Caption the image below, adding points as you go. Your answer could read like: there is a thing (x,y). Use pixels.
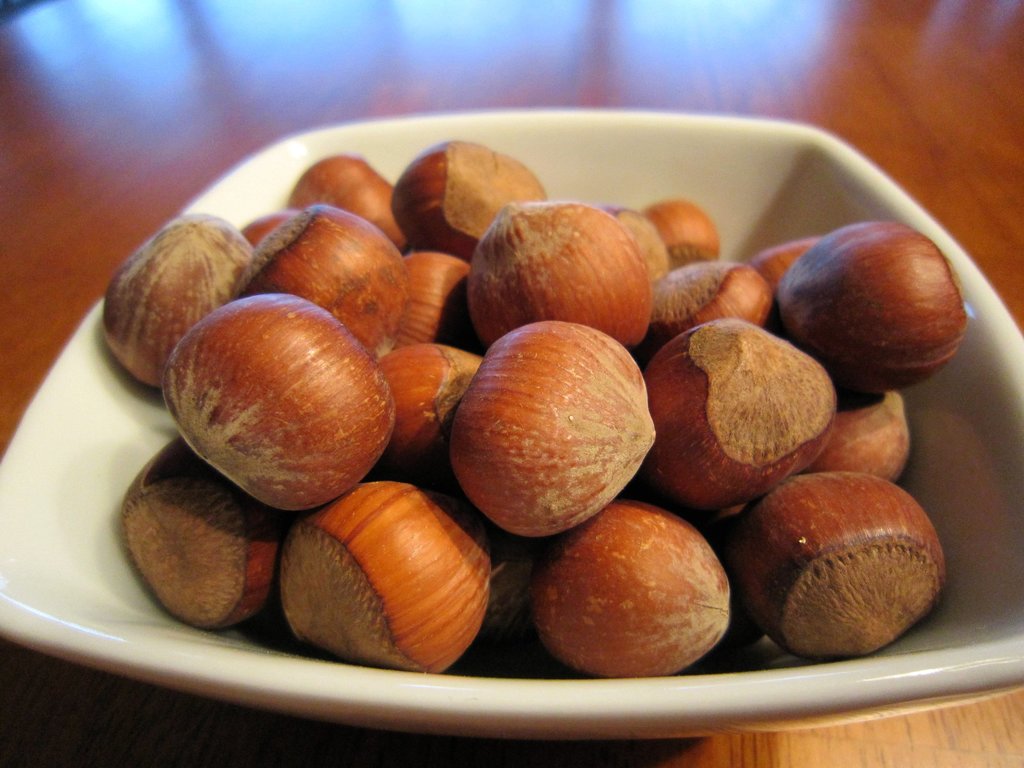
In this image there is a bowl (950,688), there are nuts (684,253) in the bowl (118,606), at the background of the image (117,142) there is a wooden object (604,5) that looks like a table (60,677).
